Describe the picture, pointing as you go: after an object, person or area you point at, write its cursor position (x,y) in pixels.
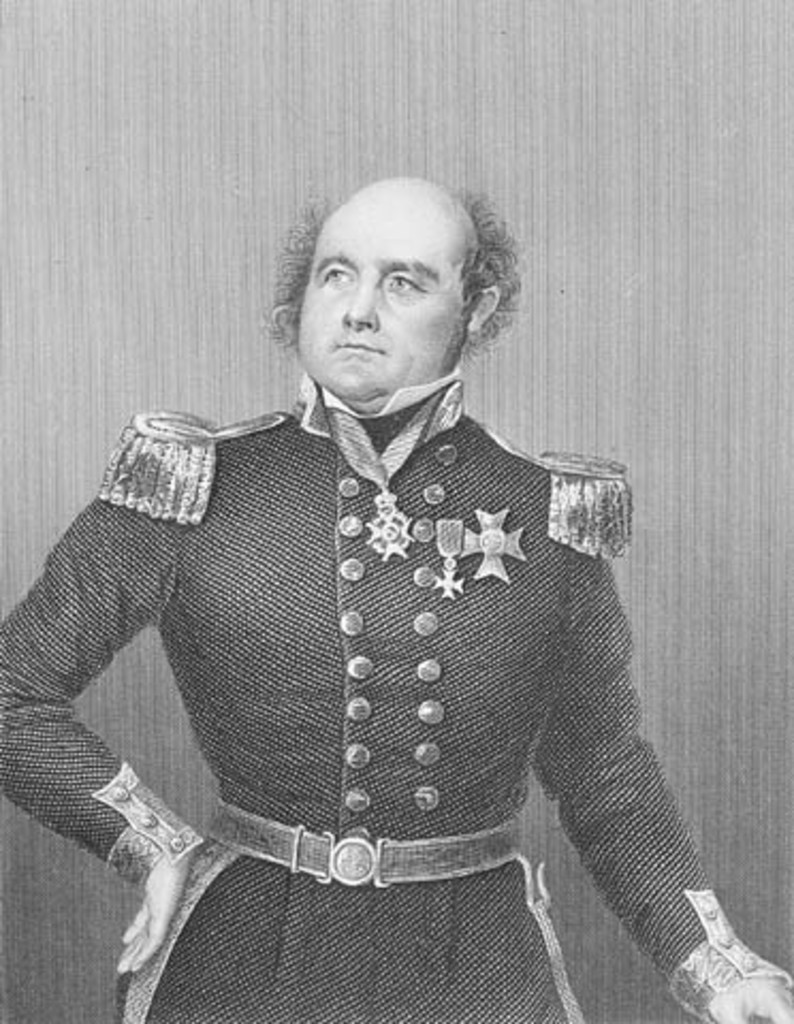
In this picture I can see a man (276,972) who is standing in front (250,894) and I see that this is a black and white picture.
